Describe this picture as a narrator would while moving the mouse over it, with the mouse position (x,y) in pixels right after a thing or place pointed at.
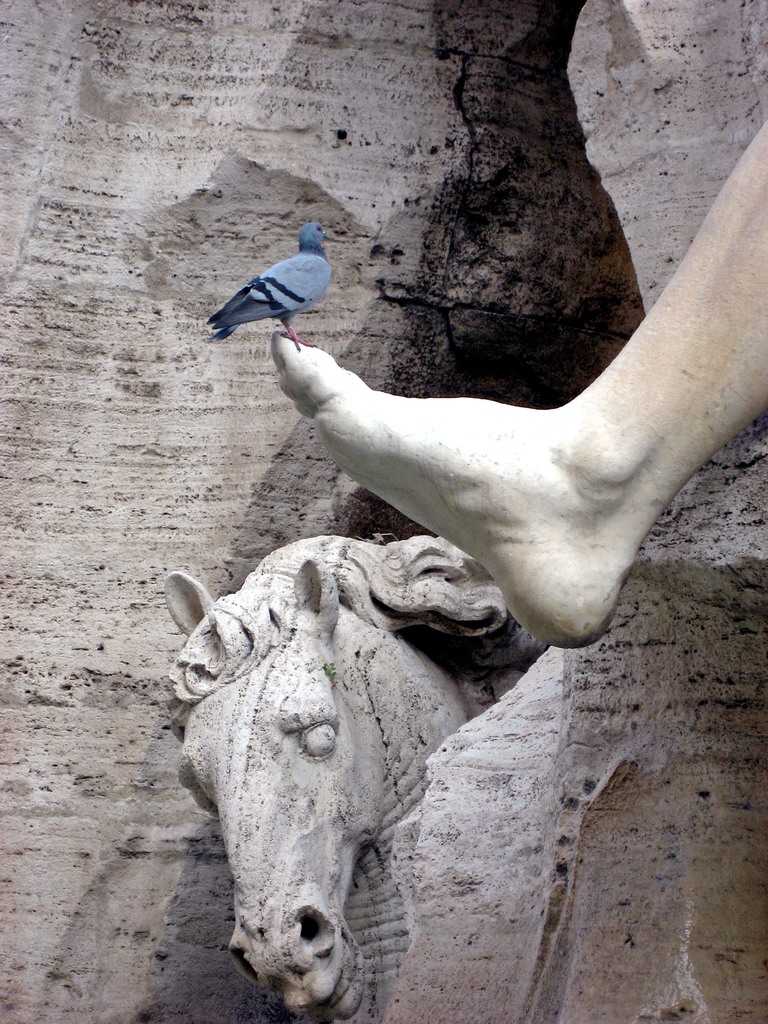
In the picture we can see a rocky hill (45,351) in the middle of it, we can see a horse sculpture (367,594) which is white in color and inside we can see a person's leg (762,229) and on it we can see a bird (238,310) standing.
